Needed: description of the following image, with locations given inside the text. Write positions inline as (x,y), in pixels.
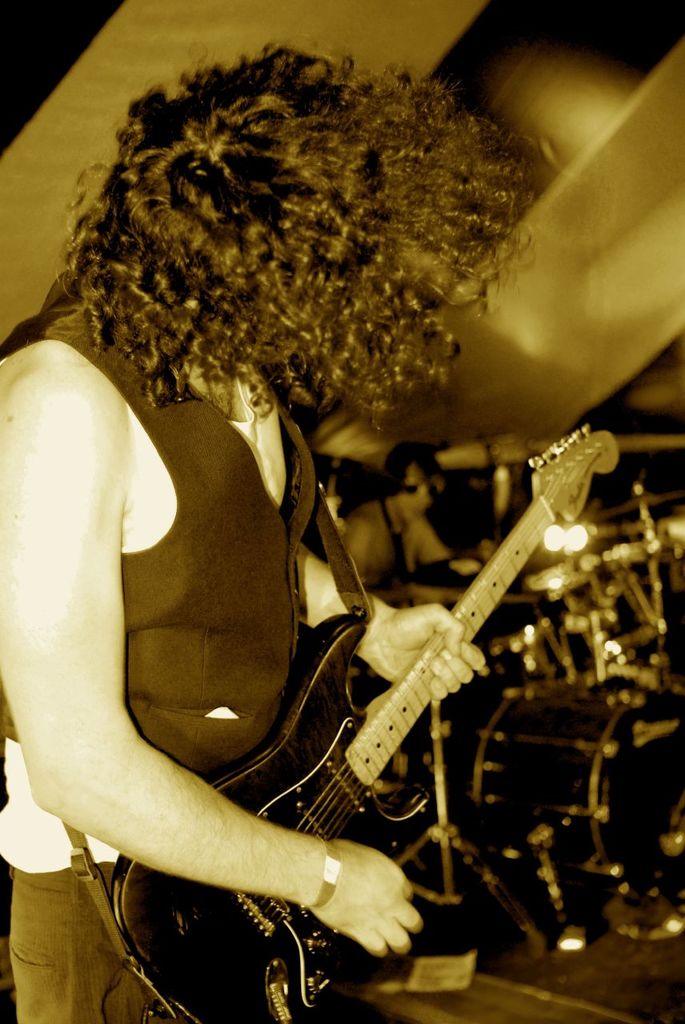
In this picture there are two musicians (166,573). The man (305,585) at the left corner of the image (117,570) is holding guitar (279,750). He has long hair (269,339) and is wearing vest (189,518). The man (356,544) behind him is playing drums (479,795). On the floor (613,945) there are many drums (598,804) and drum stands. In the background (555,405) there is wall (578,292).
